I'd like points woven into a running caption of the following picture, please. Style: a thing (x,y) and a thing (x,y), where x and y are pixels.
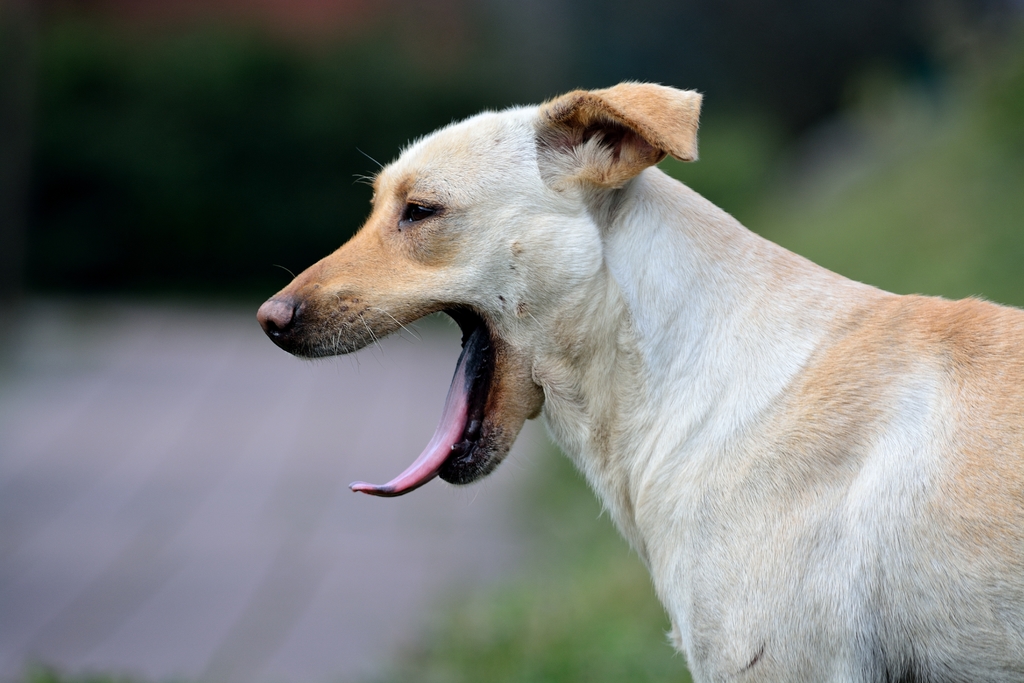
In the image we can see a dog (654,329), white and light brown in color, and the background (172,271) is blurred.
